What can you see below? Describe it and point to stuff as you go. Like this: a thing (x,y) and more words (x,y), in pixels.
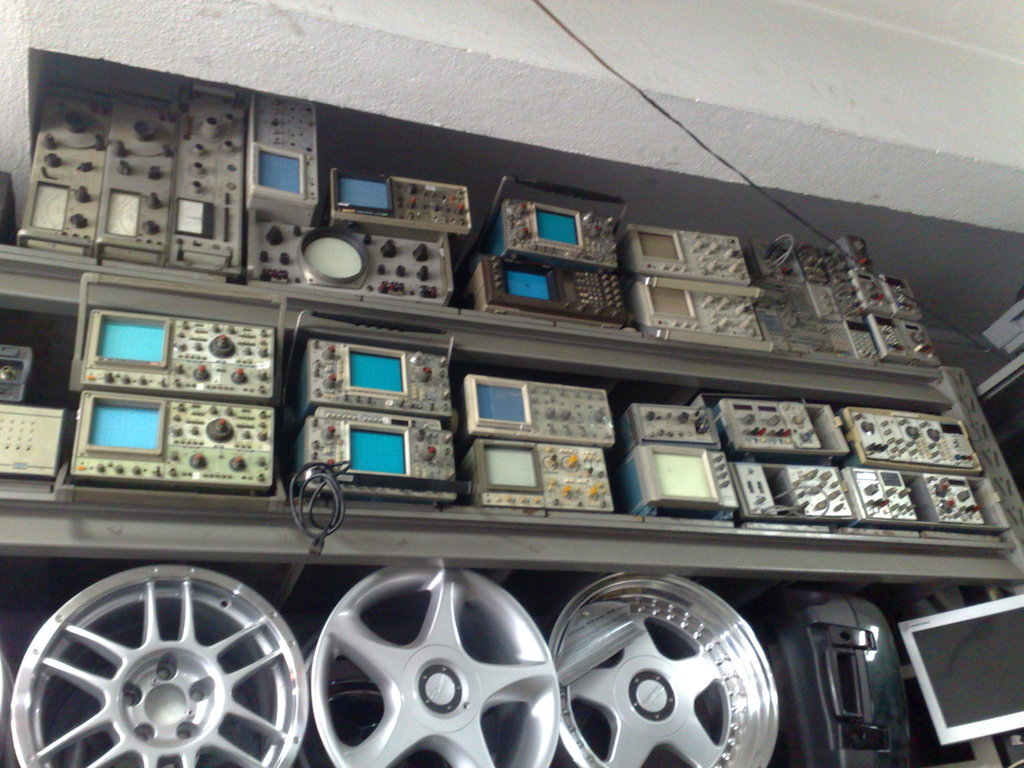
In this picture we can see the cathode ray oscilloscopes (394,387) in the racks (1006,481). At the bottom of the image (499,720) we can see the wheels (469,616). In the bottom right corner (952,715) we can see a screen (941,704). At the top of the image (643,62) we can see the wall (114,31) and roof (939,7).
